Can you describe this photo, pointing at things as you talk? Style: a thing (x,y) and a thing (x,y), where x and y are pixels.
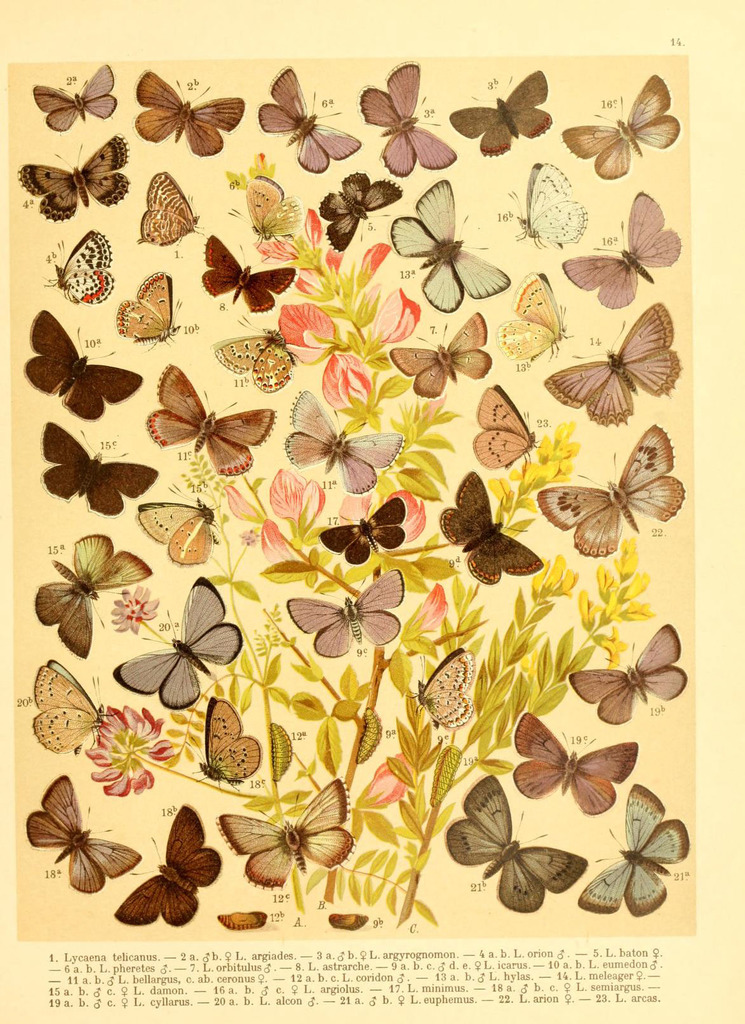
In the image we can see a paper (112,42). In the paper (124,424) we can see a plant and butterflies drawing (275,129).
